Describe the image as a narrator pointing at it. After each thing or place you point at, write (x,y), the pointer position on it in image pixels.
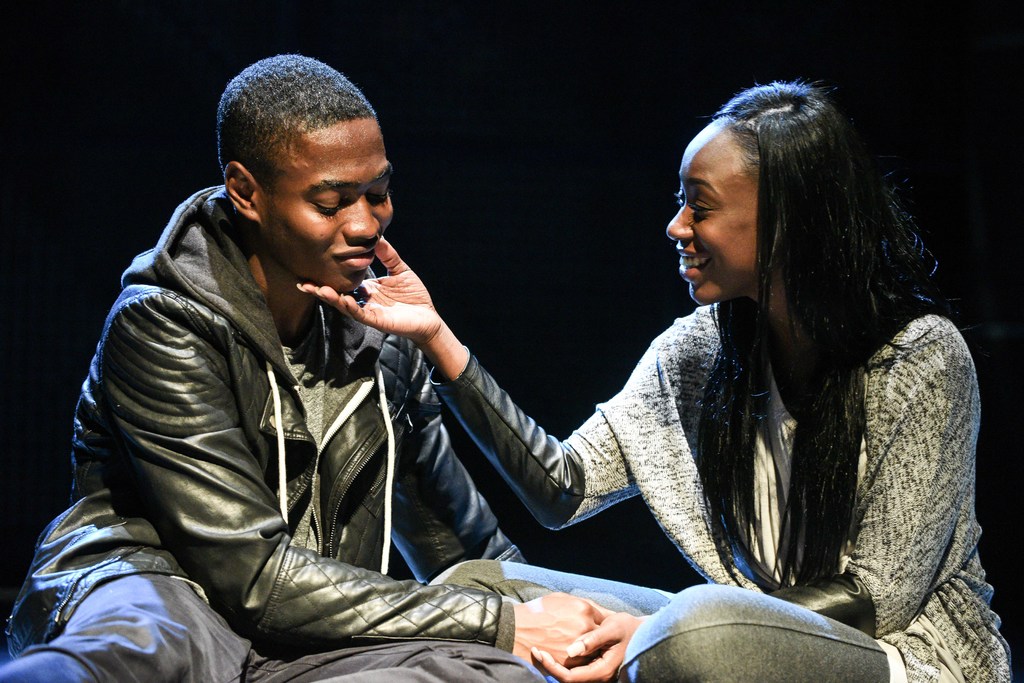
The woman (761,453) in the grey T-shirt (880,552) is sitting and she is holding the hand (519,654) of the man (589,607) in her hand (622,631). She is smiling. Beside her, the man (322,457) in the black jacket (221,463) is sitting. He is smiling. In the background (509,197), it is black in color.
